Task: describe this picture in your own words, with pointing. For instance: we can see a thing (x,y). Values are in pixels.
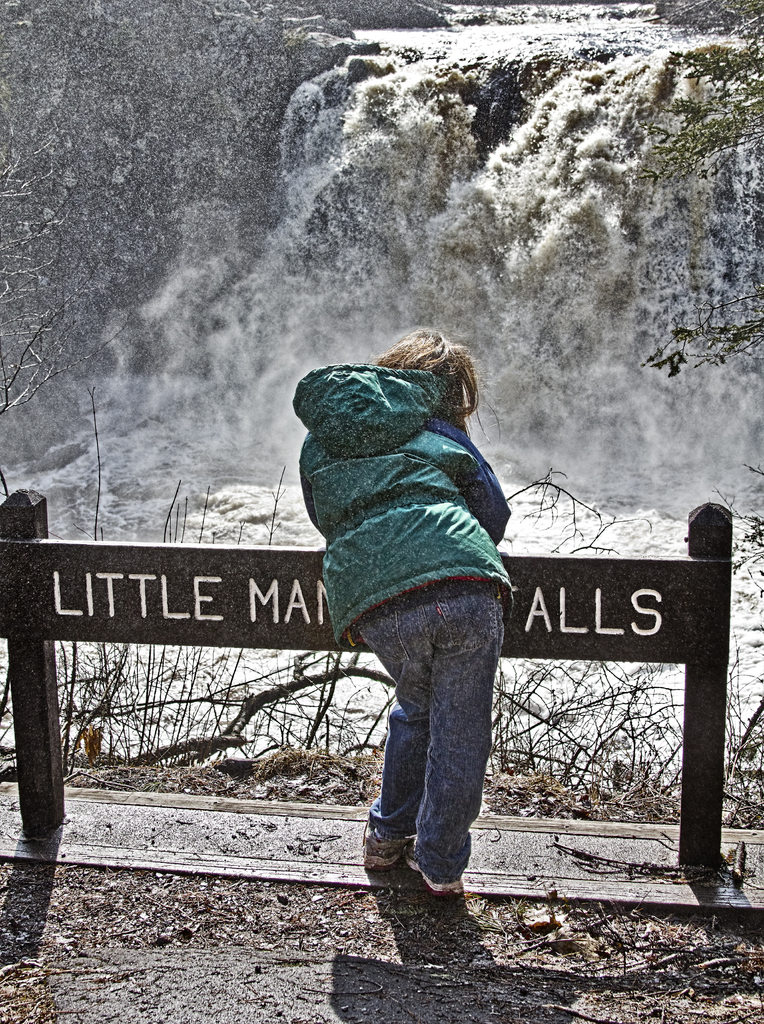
In the image we can see a person (420,531) standing, wearing clothes (434,634), jacket (416,537) and shoes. This is a dry grass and a waterfall (537,233). This is a board (270,600) with two poles (29,611).
